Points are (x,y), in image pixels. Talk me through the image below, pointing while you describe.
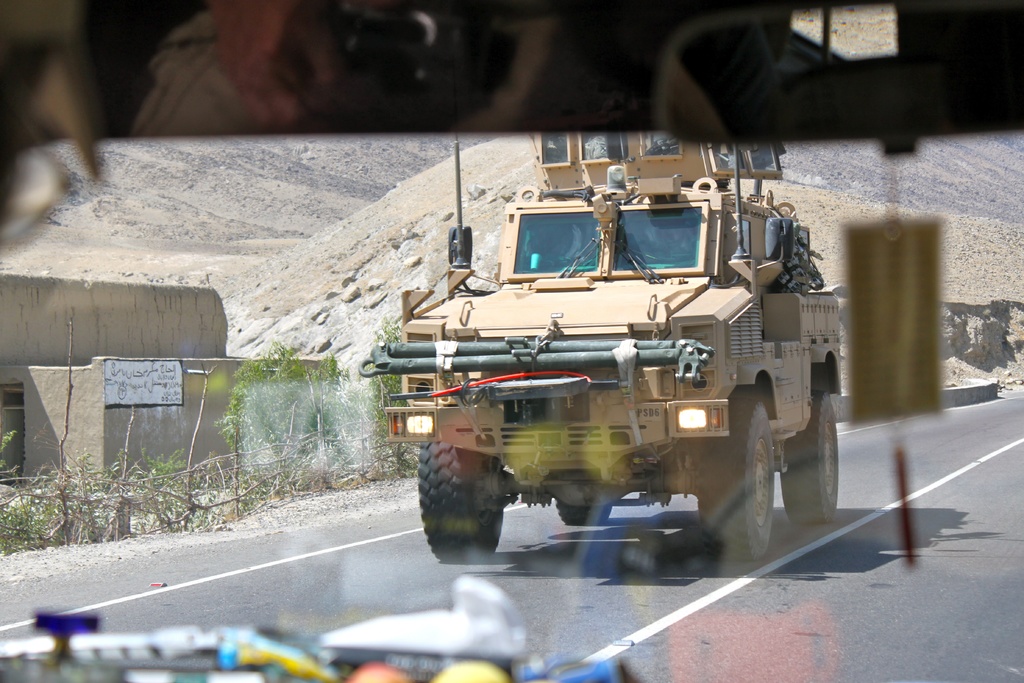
In this image we can see the mirror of one vehicle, there we can see an object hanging from the roof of the car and some objects (380,650), behind the vehicle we see another vehicle (825,349) on the road (266,567), there we can also see few plants (289,430), a small fence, a wall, stones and mountains (278,155).
